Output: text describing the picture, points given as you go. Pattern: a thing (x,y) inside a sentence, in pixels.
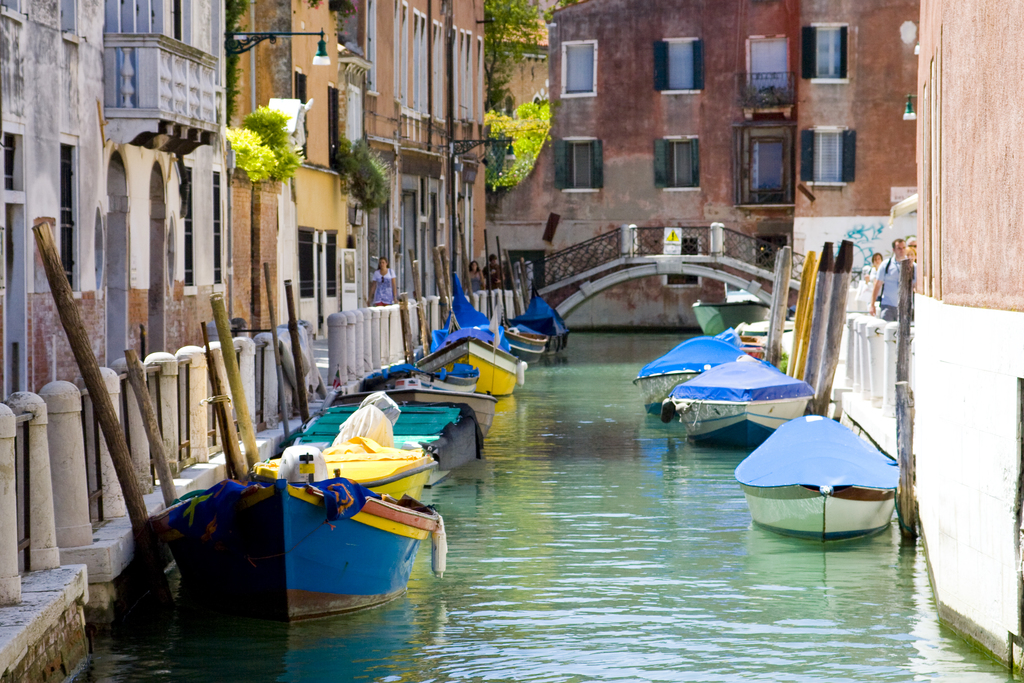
In this image we can see some boats (421,410) on the water (499,443), there are some buildings (157,49), lights (324,62), plants (278,146), bridge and the persons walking on the surface (54,598).
